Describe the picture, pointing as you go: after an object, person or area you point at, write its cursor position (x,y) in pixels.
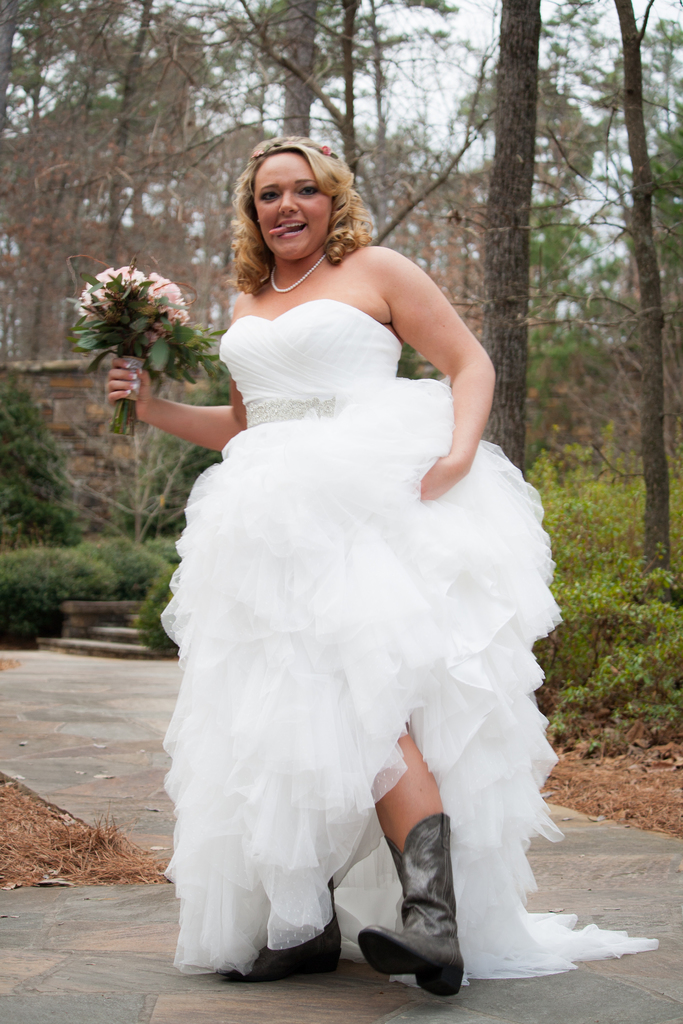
In the picture we can see a lady (332,587) wearing white color dress (316,497) standing and holding flower bouquet (97,337) in her hands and in the background of the picture (282,38) there are some plants (21,458) and trees (145,517).
